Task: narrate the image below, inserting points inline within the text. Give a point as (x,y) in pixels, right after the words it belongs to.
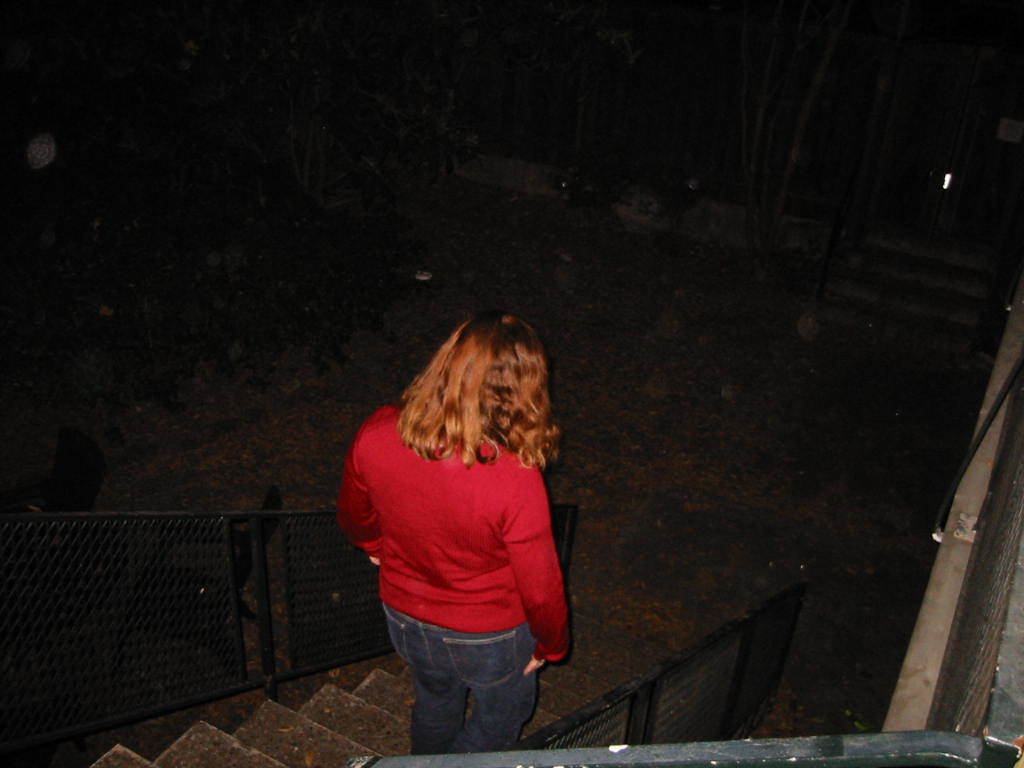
In the picture I can see a person (556,574) wearing a red color dress (432,606) is getting down the stairs (243,733). Here we can see the barrier gates (756,754) on the right side of the image (976,664) and the background of the image (1,435) is dark.
